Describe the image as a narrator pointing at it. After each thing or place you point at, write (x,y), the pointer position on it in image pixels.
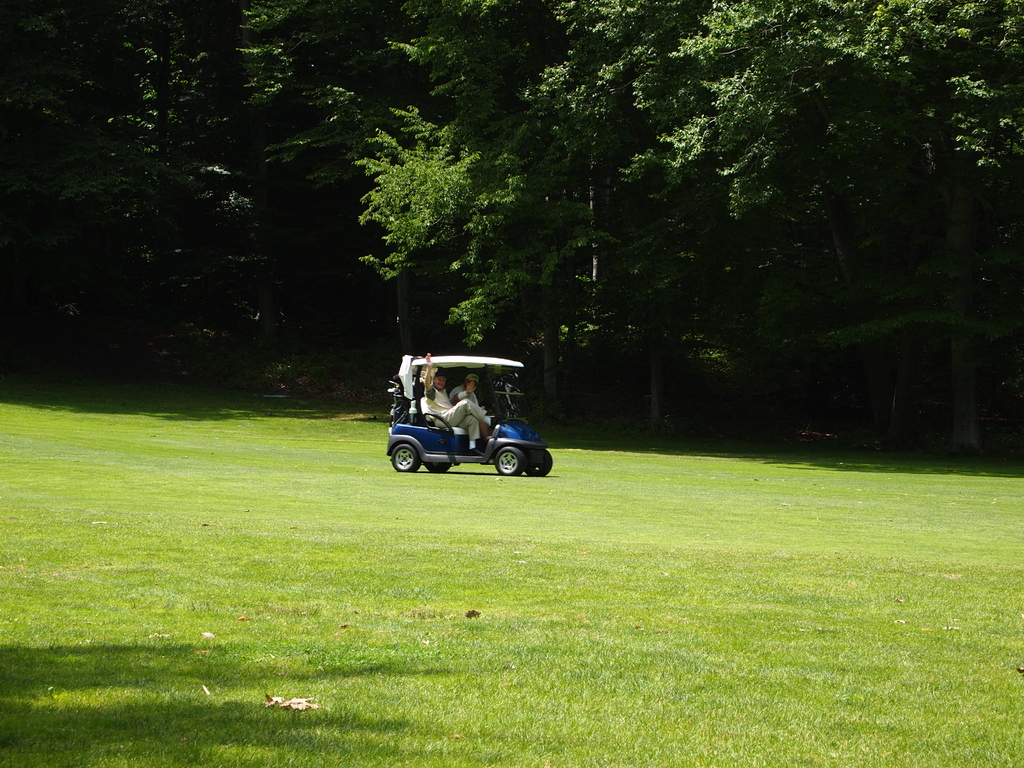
In this picture we can see people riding in a golf cart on the green grass (415,557) surrounded by trees (408,124).
